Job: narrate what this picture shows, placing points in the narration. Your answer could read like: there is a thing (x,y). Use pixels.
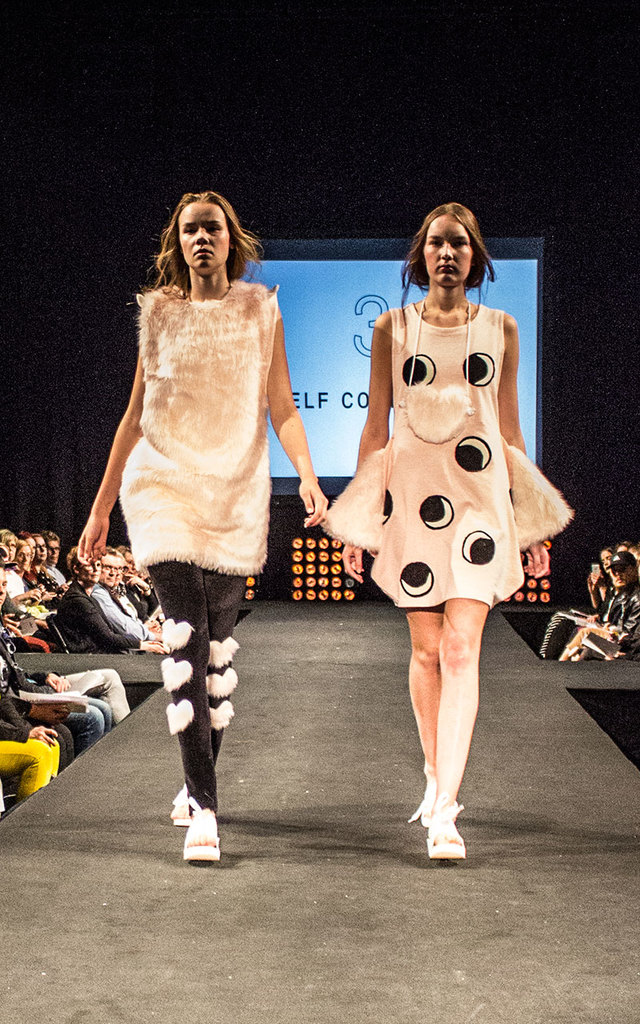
In this image we can see two women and they are walking on the ramp (353,762). In the background (336,420), we can see the screen (355,274). Here we can see a few people (122,622) sitting on a chair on the left side (145,635) and the right side as well.
